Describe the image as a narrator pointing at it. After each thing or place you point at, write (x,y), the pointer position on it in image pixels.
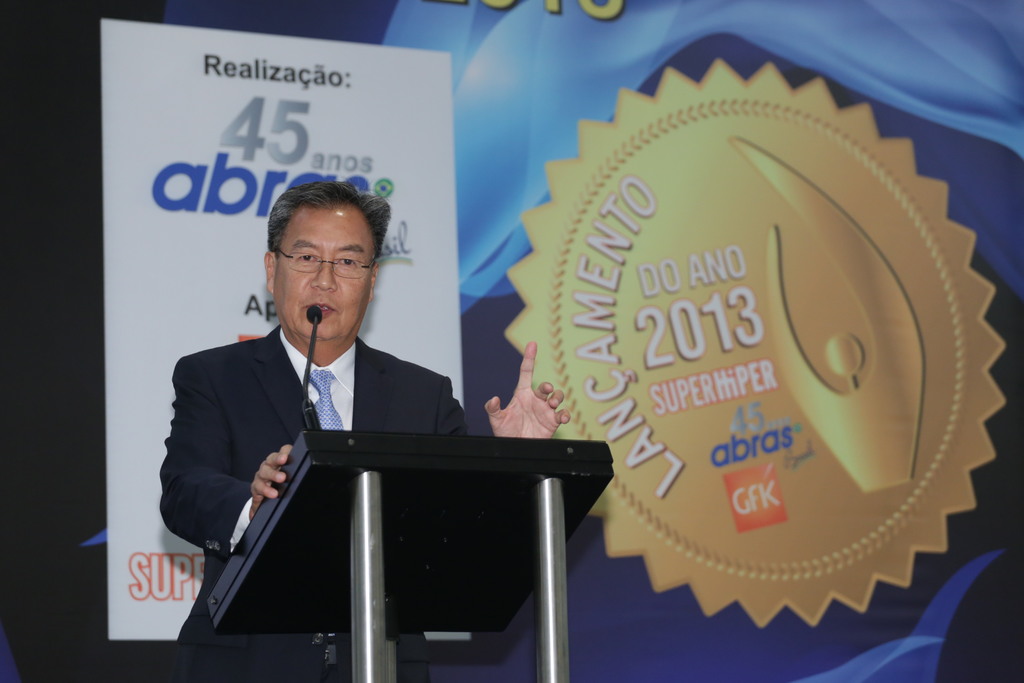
In the image we can see a man (288,377) standing, wearing clothes (366,381), spectacles (361,271) and it looks like he is talking. Here we can see the podium (364,524) and microphone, behind him we can see the poster (510,157) and text (601,265) on the poster (562,232).
